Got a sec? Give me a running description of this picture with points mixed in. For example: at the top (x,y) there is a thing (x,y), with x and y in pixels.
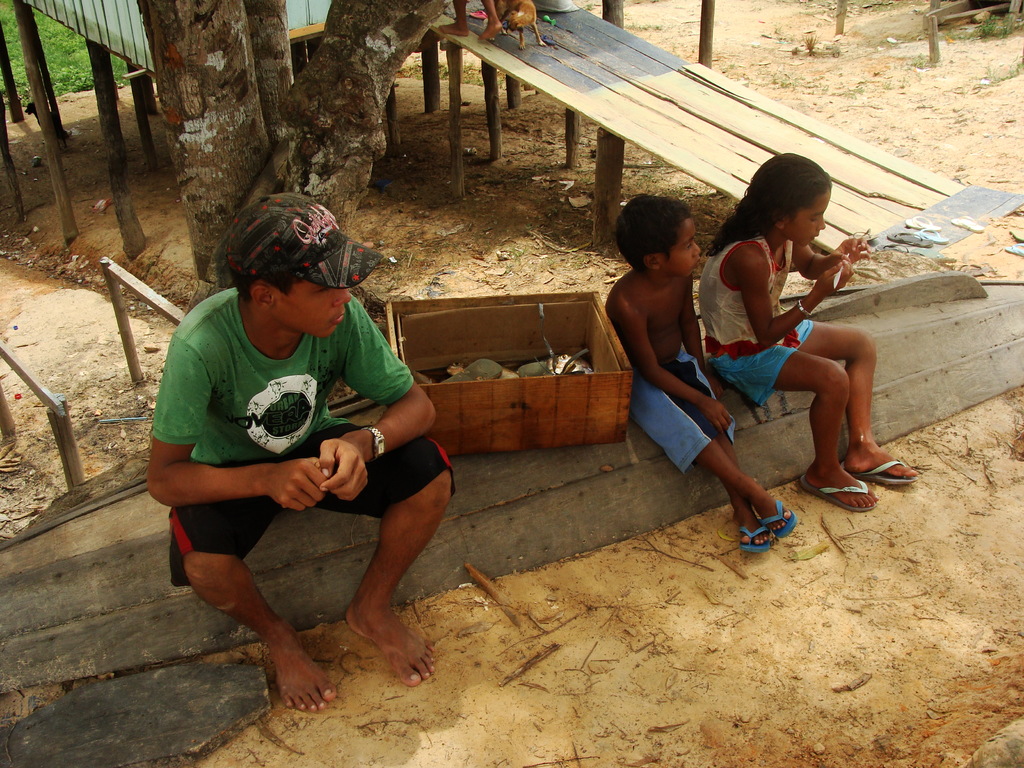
Here in this picture we can see some children (671,363) sitting on a place (658,469) over there and in the middle (572,387) we can see a box (607,398) with something (453,369) present on it over there and behind them we can see a bench (564,42) present and we can also see a tree (316,113) present over there and the child (331,308) on the left side (319,323) is wearing a cap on him over there.
